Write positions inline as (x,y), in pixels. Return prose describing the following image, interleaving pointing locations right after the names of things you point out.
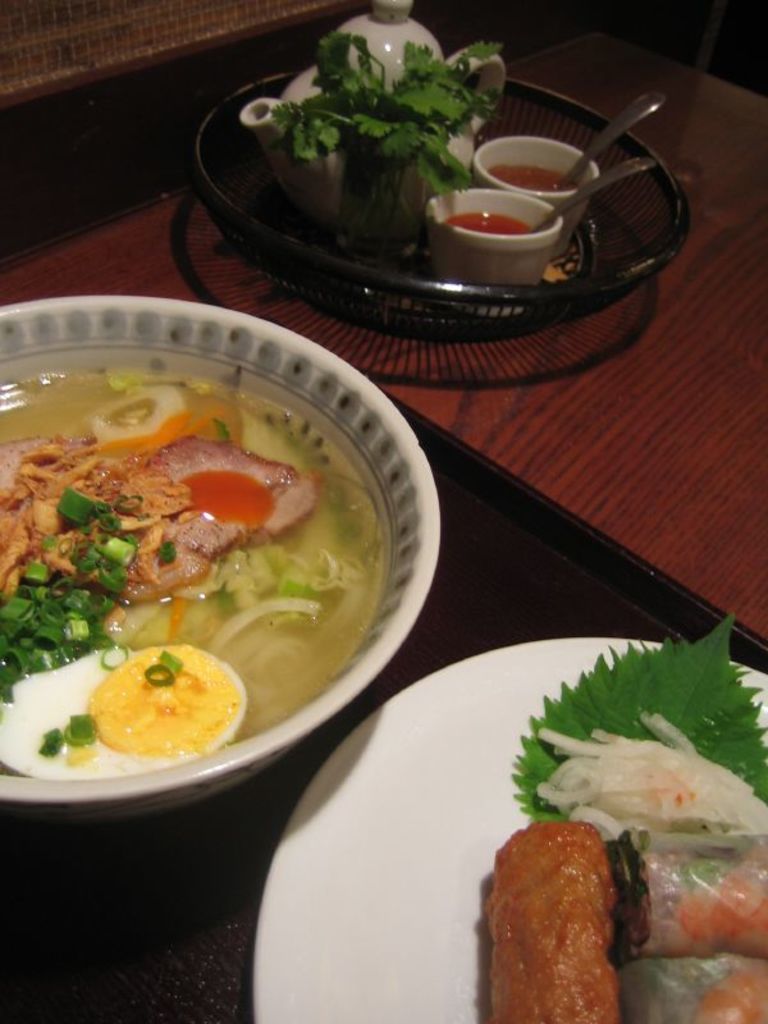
In this image there is a table (374,374) and we can see bowls (468,270), sauces (501,218), spoons (569,173), teapot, plate (446,697), tray (668,610) and some food (596,716) placed on the table (606,480).
